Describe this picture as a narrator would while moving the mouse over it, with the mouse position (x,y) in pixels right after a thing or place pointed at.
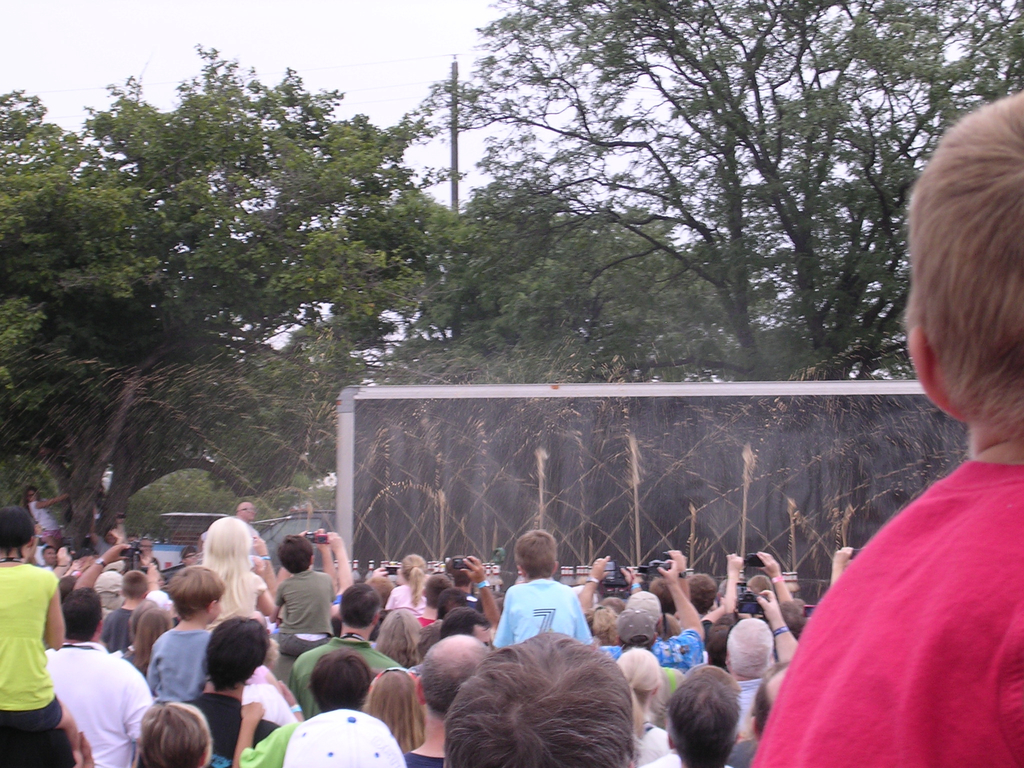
In this image we can see some people (313,639), cameras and other objects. Behind the people (494,644) it looks like a screen (779,421). In the background of the image (361,365) there are trees (241,422), poles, sky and other objects (541,495). On the right side of the image (910,733) there is a person (940,692).
